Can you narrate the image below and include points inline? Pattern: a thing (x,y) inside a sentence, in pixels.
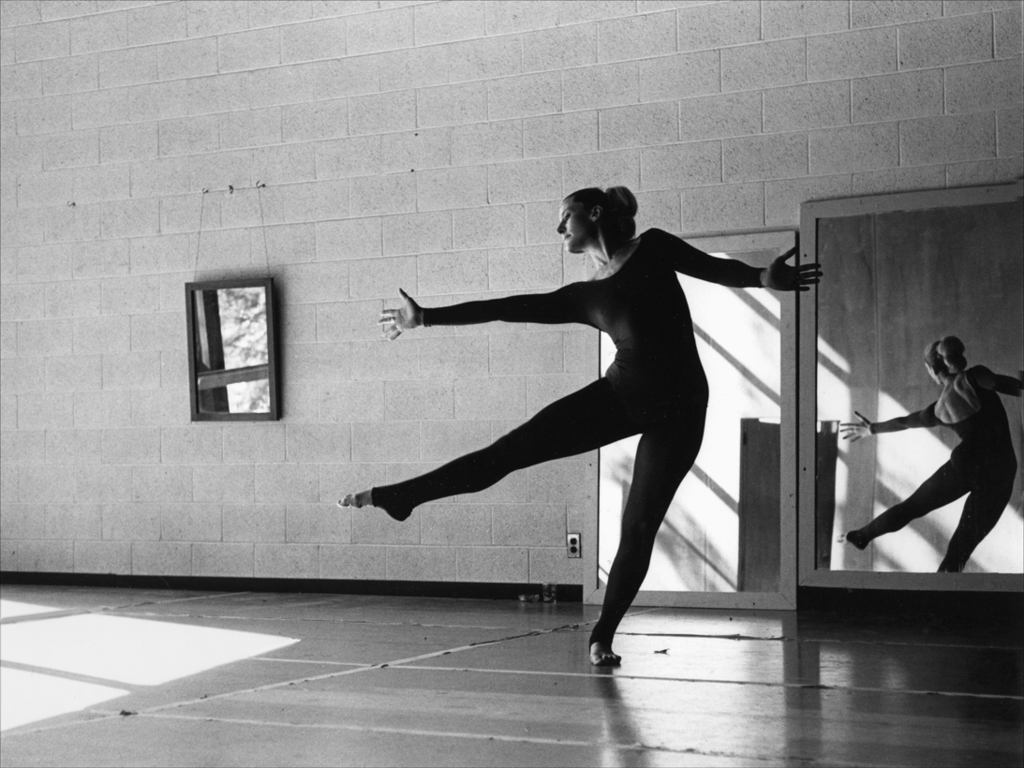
In this image I can see a woman (373,497) on the floor (444,622), backside of woman (523,442) there is the wall (223,231), three mirrors (199,346) attached to the wall (156,359), on the right side (944,205) there is a mirror (950,227), on the mirror (950,227) I can see a woman image (995,402).
